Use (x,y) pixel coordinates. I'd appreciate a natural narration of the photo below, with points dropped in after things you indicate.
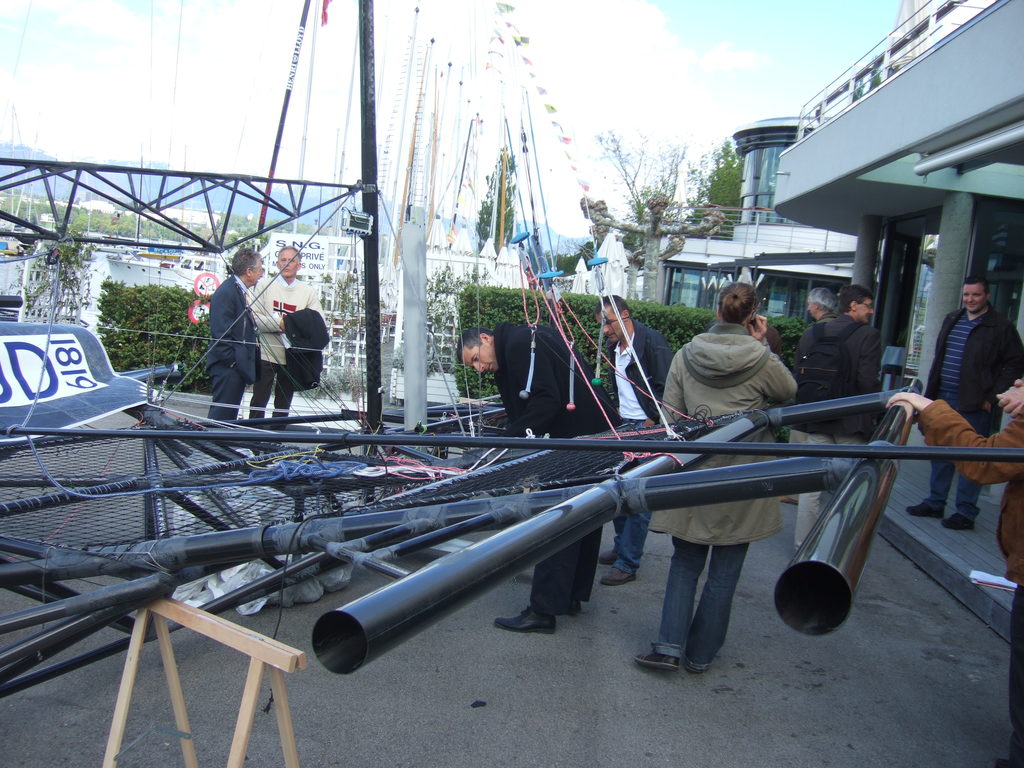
In this image, we can see a mesh (216,459) and there are rods (508,501). In the background (713,374), there are people (669,374) and we can see poles (421,383), flags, buildings (785,166), trees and we can see some boards (204,315). At the bottom (549,708), there is road (612,666) and at the top (661,59), there is sky (680,49).
